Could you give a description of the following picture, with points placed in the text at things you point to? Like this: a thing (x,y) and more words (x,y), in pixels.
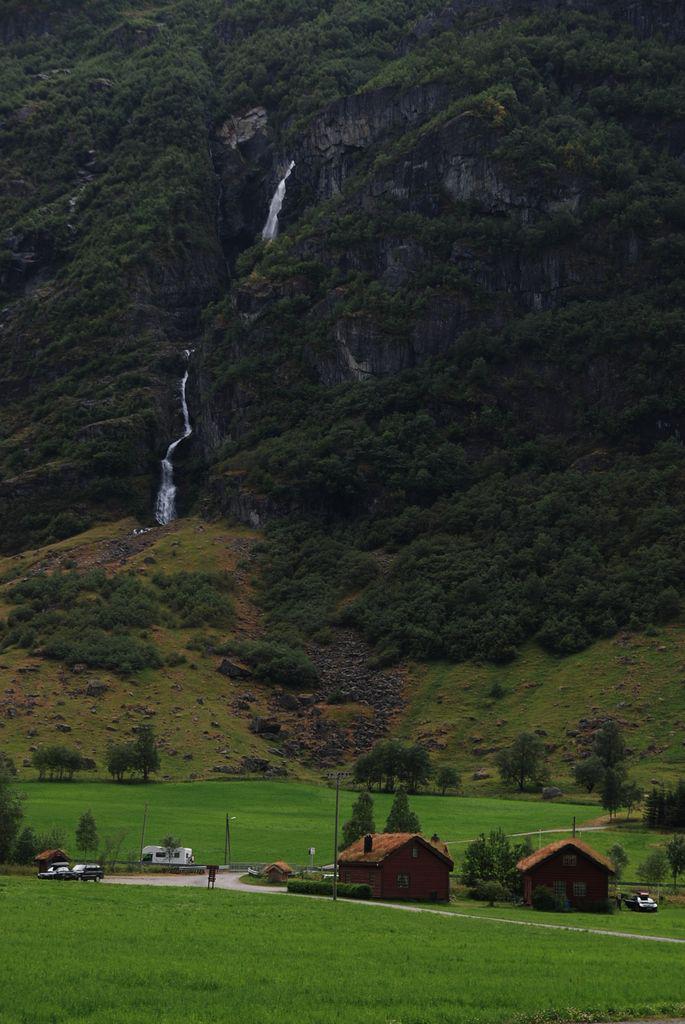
In this image there are fields (353,911), in the middle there are houses (431,899), in the background (632,789) there are trees (606,736) waterfall (171,513) and mountain (434,416).
